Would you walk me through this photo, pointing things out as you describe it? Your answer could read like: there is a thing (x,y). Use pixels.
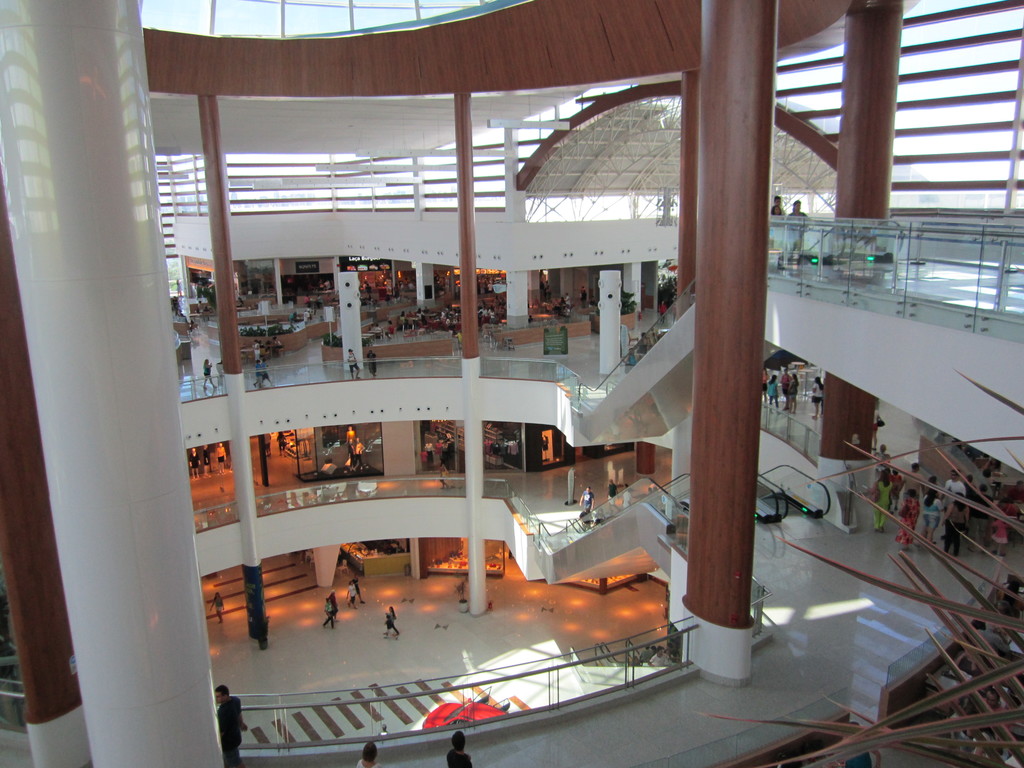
In this image we can see a building (504,294) with pillars (511,308) and a roof (484,150). We can also see a group of people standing on the floor (390,600), a staircase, the escalators (570,532), mannequins (362,463) with dresses (353,446), lights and some boards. On the right side (892,743) we can see some leaves (910,738) of a plant (922,743).
